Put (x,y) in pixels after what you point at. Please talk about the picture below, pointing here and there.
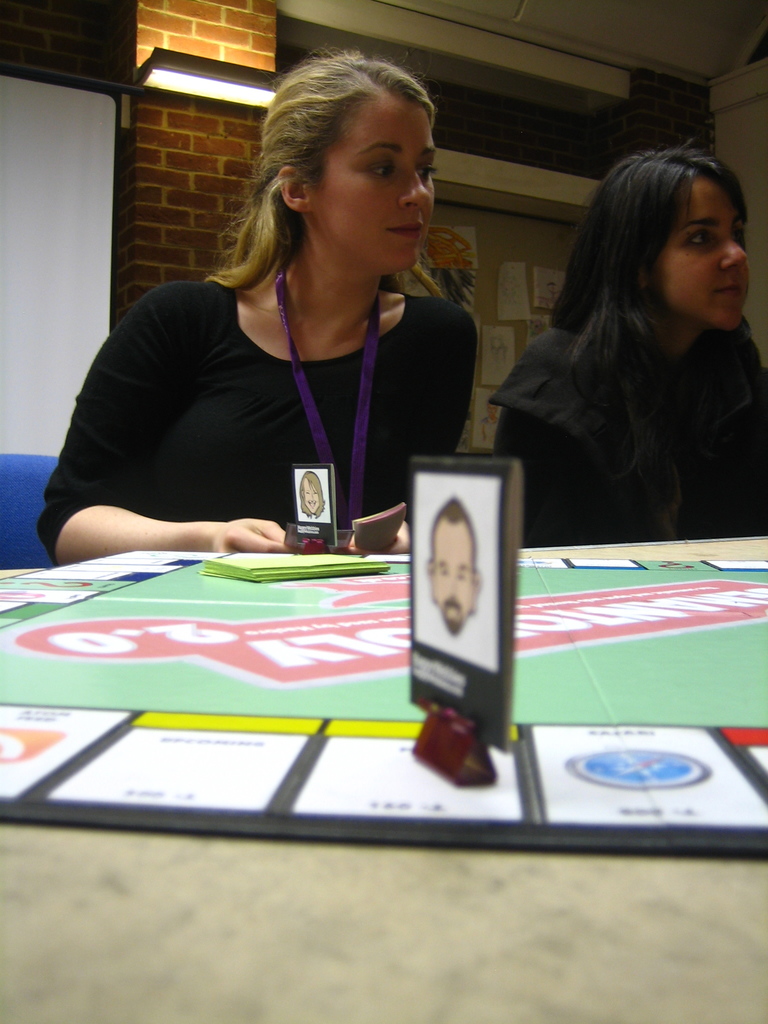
In the image we can see two persons (249,217) were sitting on the chair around the table (193,993). On table (115,937), there is a cards (499,677) and papers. In the background (444,143) we can see brick wall (208,172) and light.
